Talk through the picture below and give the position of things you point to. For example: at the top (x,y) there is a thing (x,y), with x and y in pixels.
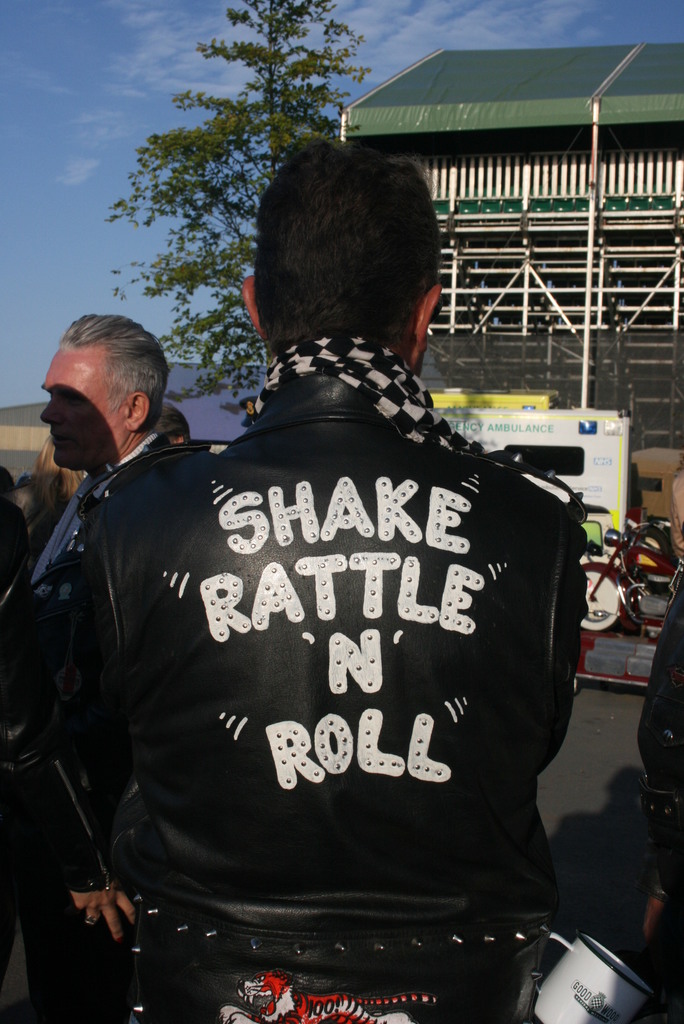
In this picture we can see a man (371,943) wearing a black jacket (242,697) with something written on it. In front of him we can see a grandstand (472,117) and a tree (334,6). Here the sky (114,144) is blue.
